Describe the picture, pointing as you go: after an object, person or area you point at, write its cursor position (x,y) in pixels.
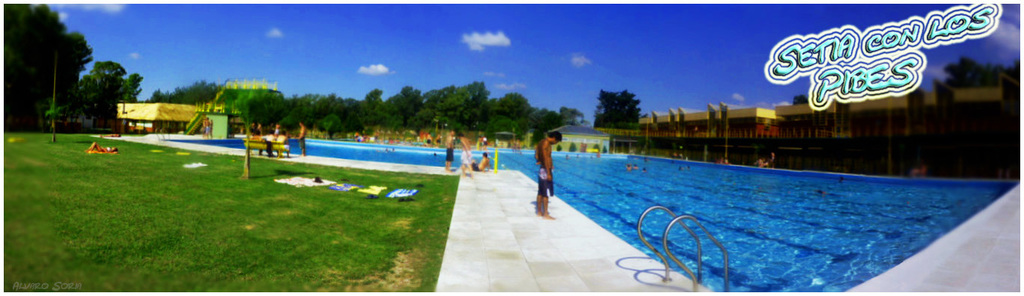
In this image few persons (475,161) are on the floor (538,222). Left side (306,176) a person (98,149) is lying on the grassland (258,196) having few clothes (328,181) and trees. Left side (171,105) there is a building (183,129). Middle of the image (498,157) there is a swimming pool (778,250). Few persons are in water (685,199). Right side (709,137) there are few buildings (607,145). Background there are few trees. Top of the image (472,39) there is sky (500,33) with some clouds (505,44). Right top there is some text (878,56).
